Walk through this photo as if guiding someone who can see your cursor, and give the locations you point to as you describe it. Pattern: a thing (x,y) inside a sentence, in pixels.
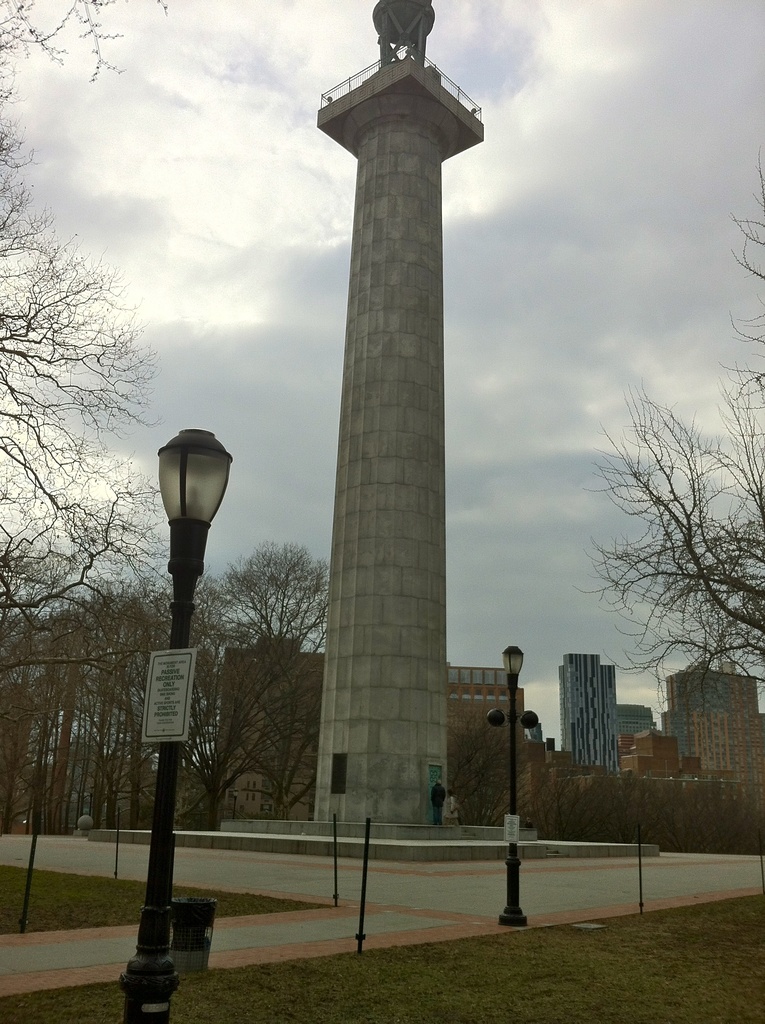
In this image we can see a statue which looks like a tower (405,744) and we can see two persons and there are few light poles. We can see some trees (206,617) and there are few buildings (582,701) in the background (464,697) and at the top (562,81) we can see the sky (548,81).
